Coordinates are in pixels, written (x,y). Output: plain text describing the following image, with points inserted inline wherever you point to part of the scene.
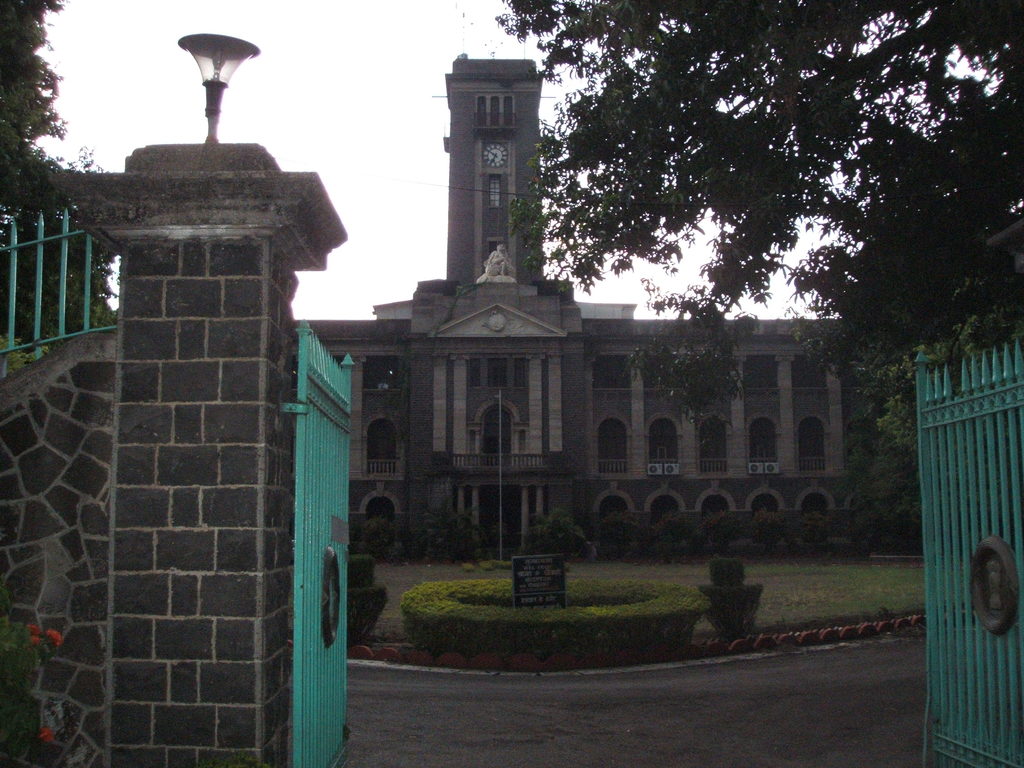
In this picture there is a building (596,477) and there is a sculpture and clock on the building (509,239). In the foreground (323,395) there is a gate (956,731) and there is a railing (63,338) and there is a light (194,37) on the wall (131,486) and there are trees (851,423) and plants (532,639) and there is a board (545,593) behind the plant (537,626) and there is text (527,601) on the board (513,602). At the top (379,170) there is sky (380,150). At the bottom (691,725) there is a road (773,722) and there is grass (839,589).
